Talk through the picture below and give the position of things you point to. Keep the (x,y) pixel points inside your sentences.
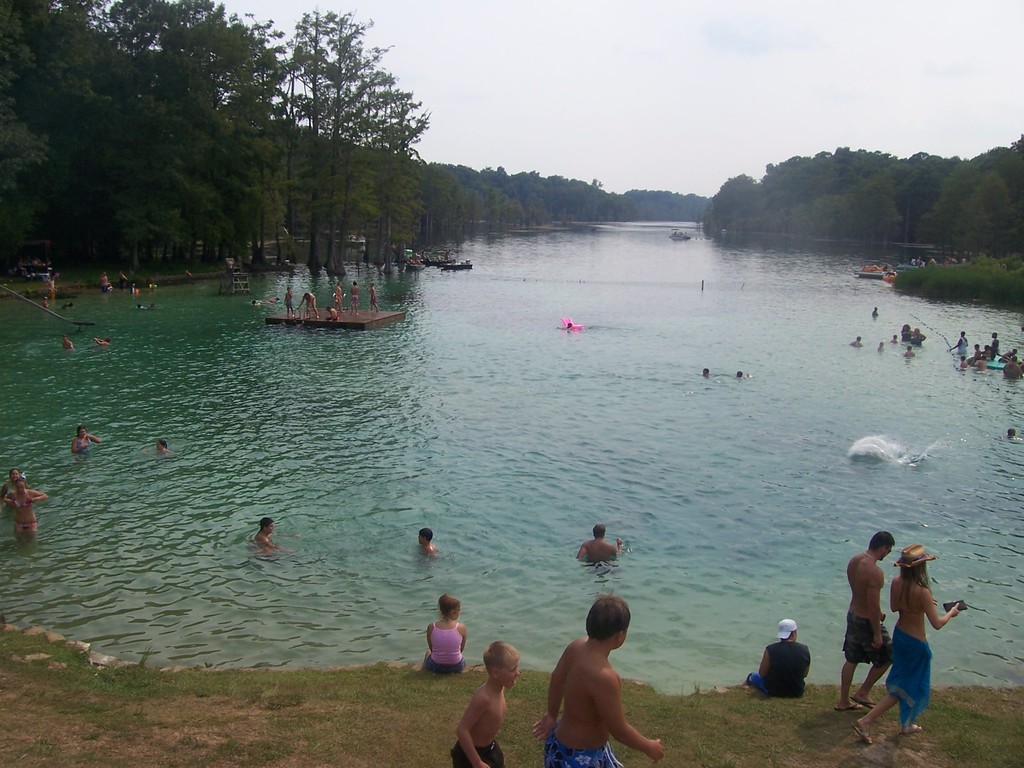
In the center of the image (507,365) there is water (708,388). There are people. To both sides of the image there are trees (694,197). At the top of the image (563,57) there is sky (733,60). At the bottom of the image (586,651) there are people (648,748) walking on the grass (808,719).
